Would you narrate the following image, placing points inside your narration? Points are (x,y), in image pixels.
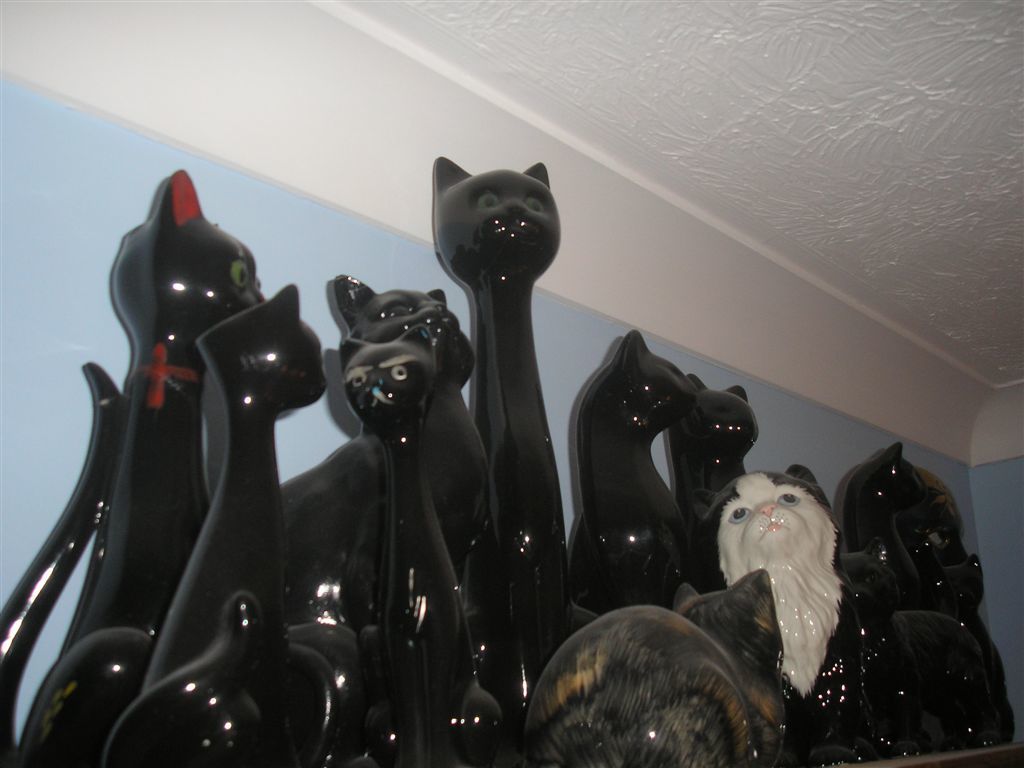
In the picture we can see a sculptured cats (450,583) which are placed in the groups (504,568) which are black in color, in the background (61,329) we can see a wall (80,333) and to the ceiling (942,139) there is white in color.
